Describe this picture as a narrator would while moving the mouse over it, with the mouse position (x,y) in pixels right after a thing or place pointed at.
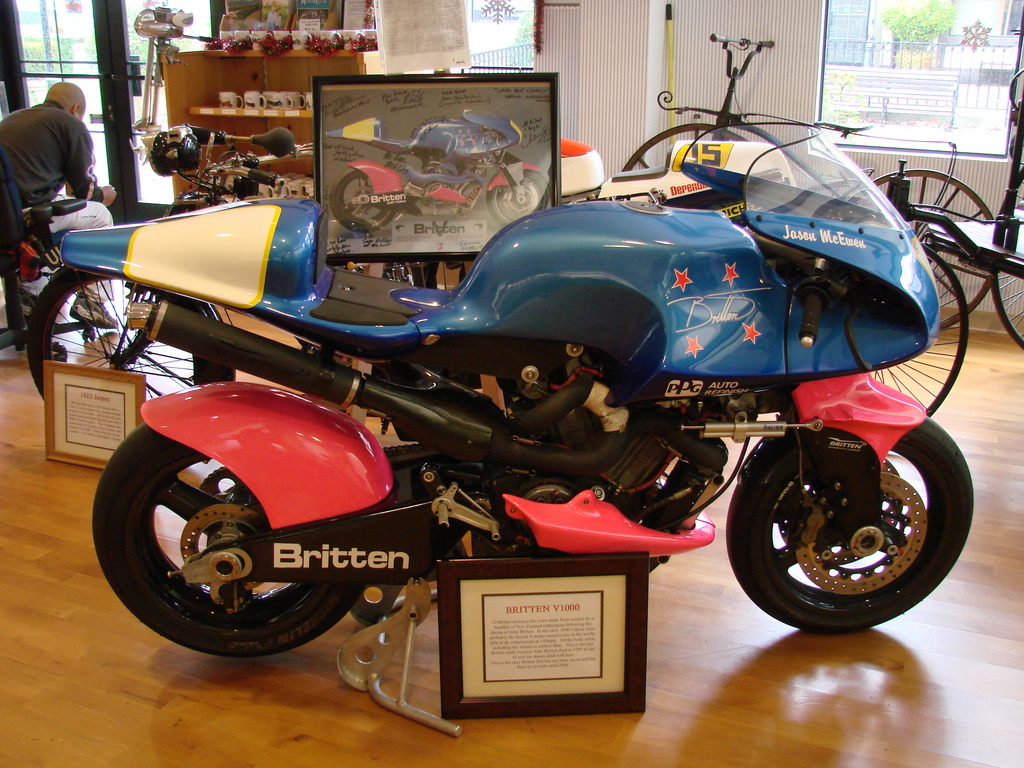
In this image I can see the motorbikes (463,465), bicycles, wheels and the boards (451,176). To the left (45,174) I can see the person (37,195) with the dress (78,197). In the background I can see the cups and few more objects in the rack (204,93). I can see the glass windows (829,94) and I can see the railing (843,54), plants (839,82) and an another building (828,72) through the glass (822,112).
